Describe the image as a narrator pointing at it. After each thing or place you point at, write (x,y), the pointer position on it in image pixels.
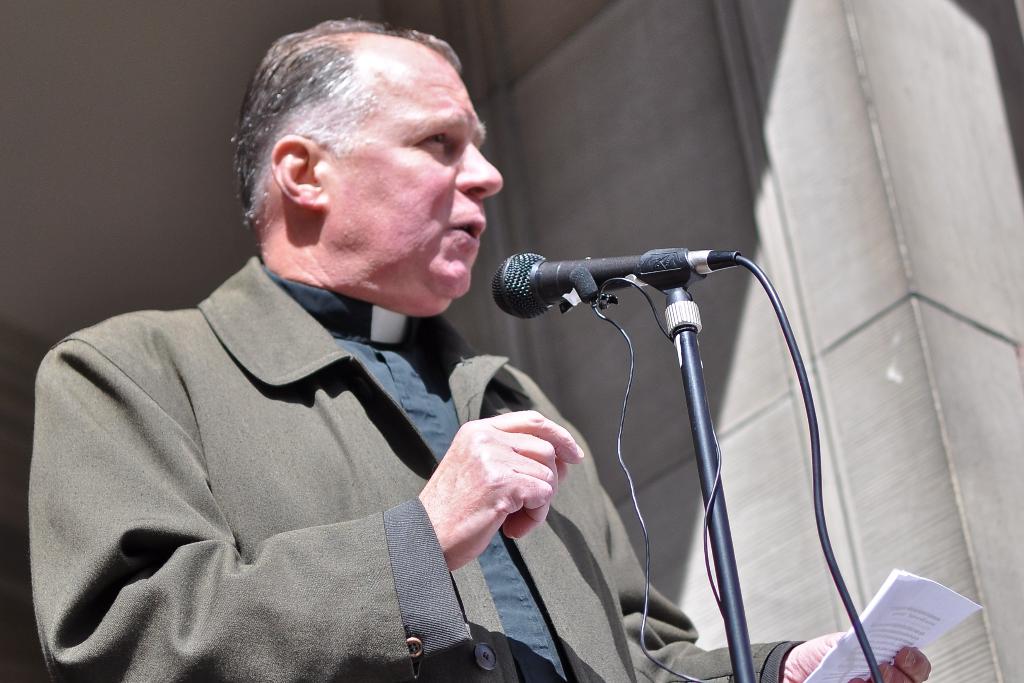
In this image we can see a man (394,411) standing and holding a paper (909,599) in his hand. In front of the man (664,635) a mic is placed.
